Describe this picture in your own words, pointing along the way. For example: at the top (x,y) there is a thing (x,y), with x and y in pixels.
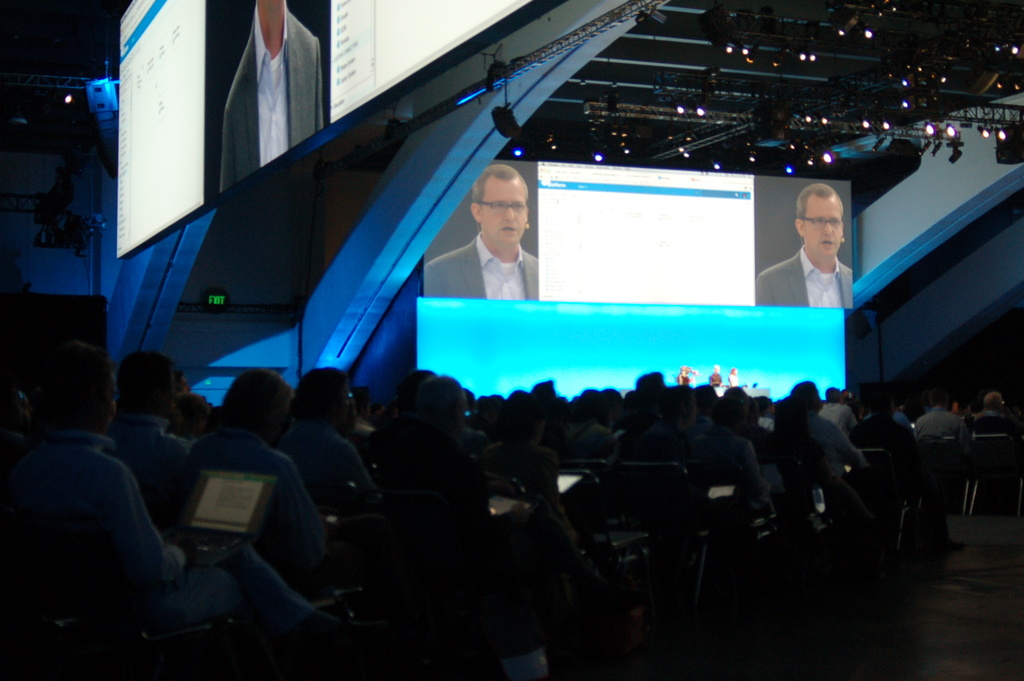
In this image at the bottom (752,472) there are many people (427,468) sitting. On the left (148,541) there is a man (150,552), he is sitting on the chair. At the top (151,224) there are some people (717,378), screens (203,18), lights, stage (816,332), wall (251,342).
